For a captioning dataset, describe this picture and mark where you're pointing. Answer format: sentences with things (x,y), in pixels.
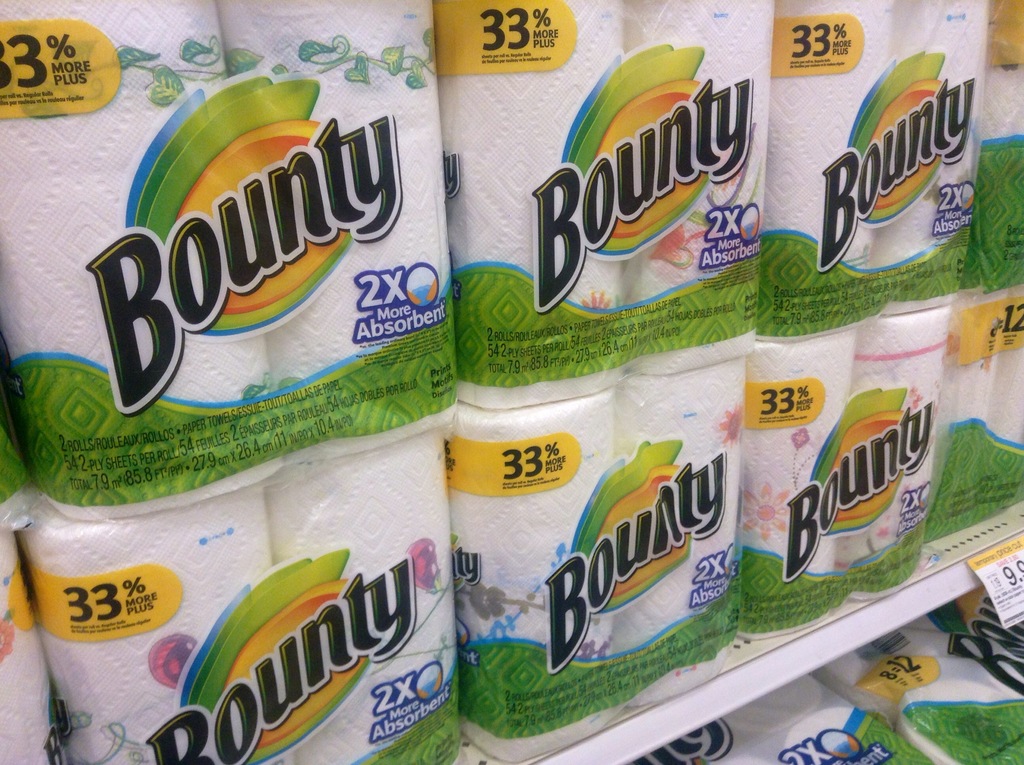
In this picture we can see the tissue papers (348,190) on the rack (733,691). On the right (1015,564) we can see the price (1023,604) of the tissue paper (863,552) which is attached to the rack (956,591).
